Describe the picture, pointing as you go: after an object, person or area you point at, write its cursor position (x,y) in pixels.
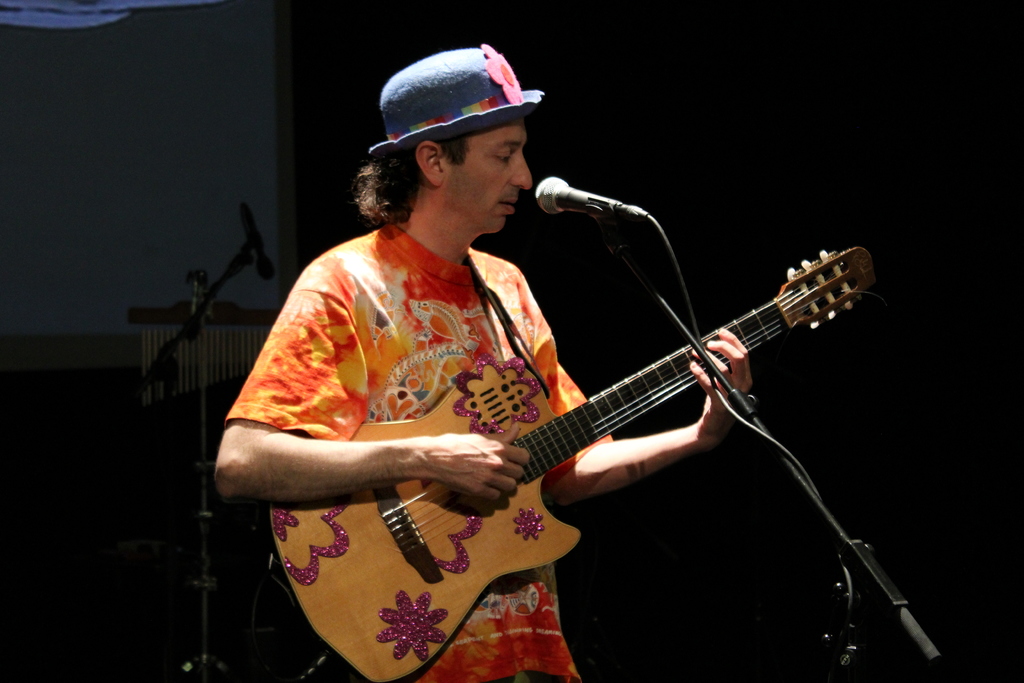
In the image we can see there is man (465,84) who is standing and holding guitar (826,296) in his hand (481,463) and in front of him there is a mic (548,186) with a stand (602,231).
